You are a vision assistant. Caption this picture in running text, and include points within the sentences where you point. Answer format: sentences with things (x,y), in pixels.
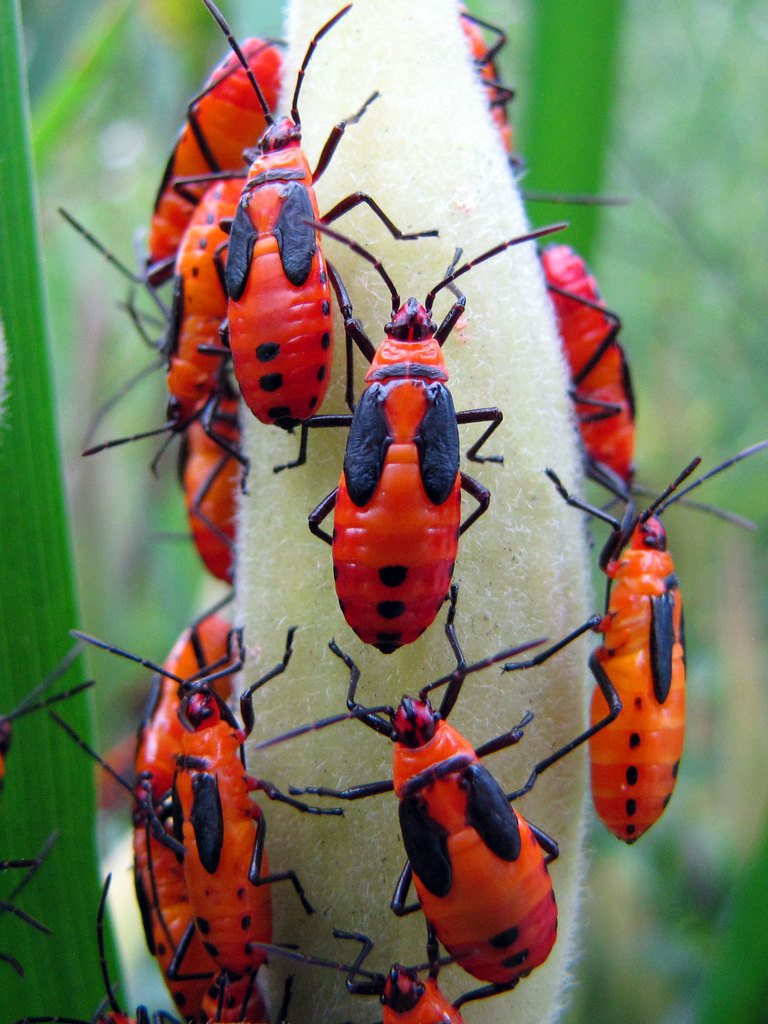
In the image we can see there are many insects (421,556), orange, red and black in color. These are the leaves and the background (647,178) is blurred.
